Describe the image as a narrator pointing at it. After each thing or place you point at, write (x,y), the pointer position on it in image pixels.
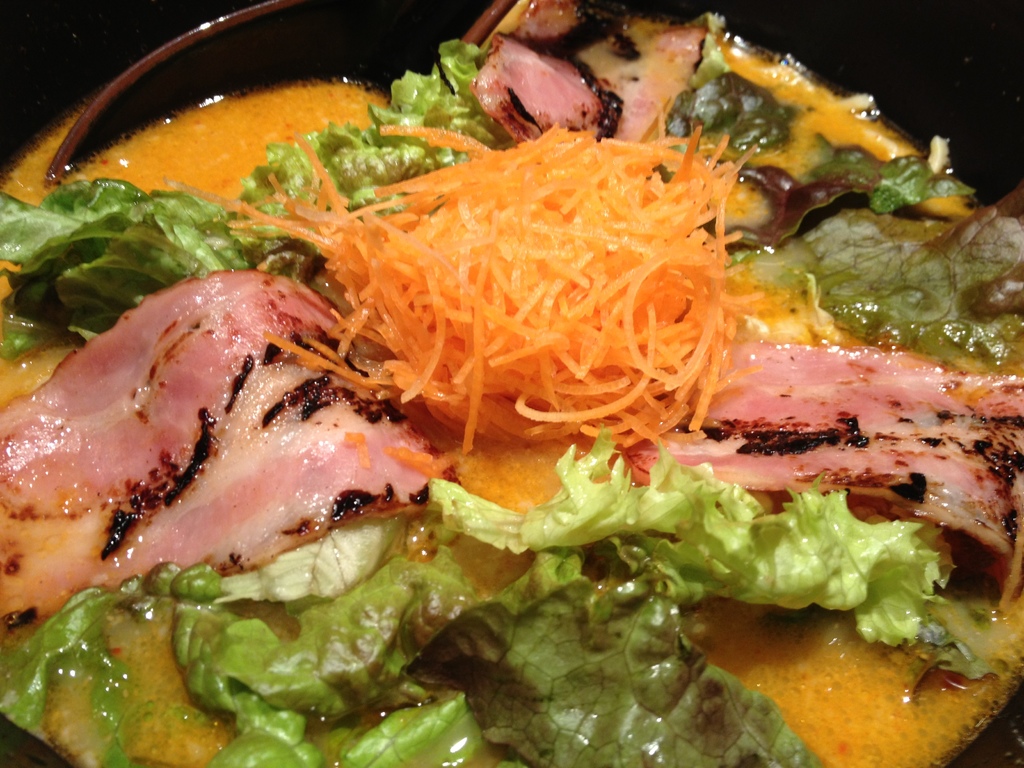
In this image we can see some food items (438,365), also there is a spoon (227,79).
